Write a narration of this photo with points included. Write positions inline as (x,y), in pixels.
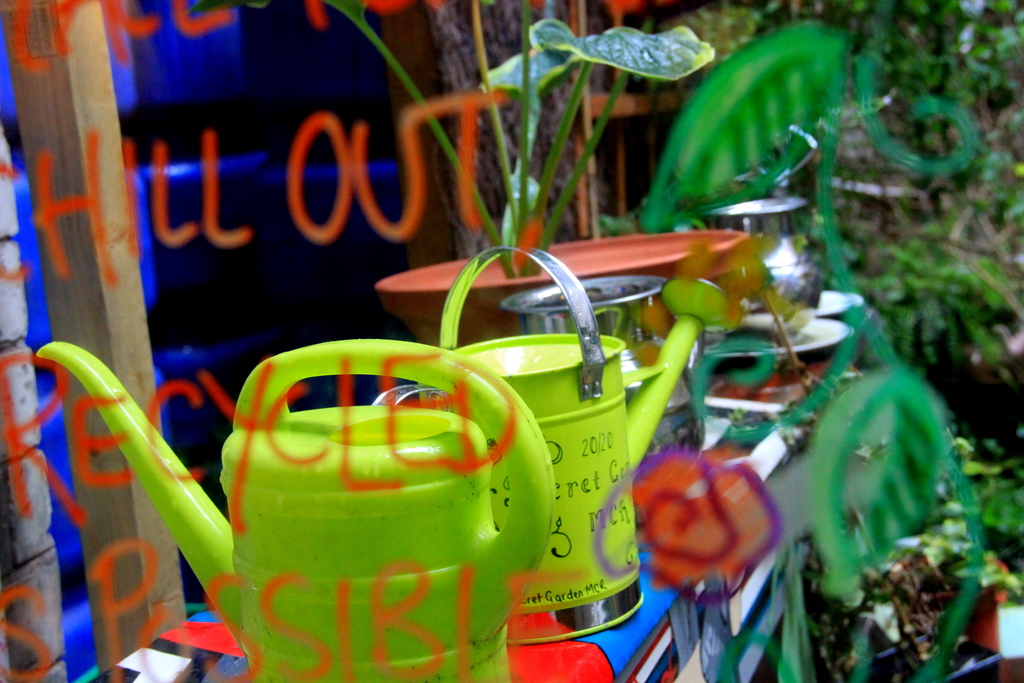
There is a glass wall (777,472) with something written on that. In the back (693,426) there are watering cans (382,496), steel pot (633,336) on a surface (577,642). Also there is a pot (419,275) with a plant (515,180). And it is blurred in the background (886,186). On the left side (133,527) there is a wooden pole (132,302).
